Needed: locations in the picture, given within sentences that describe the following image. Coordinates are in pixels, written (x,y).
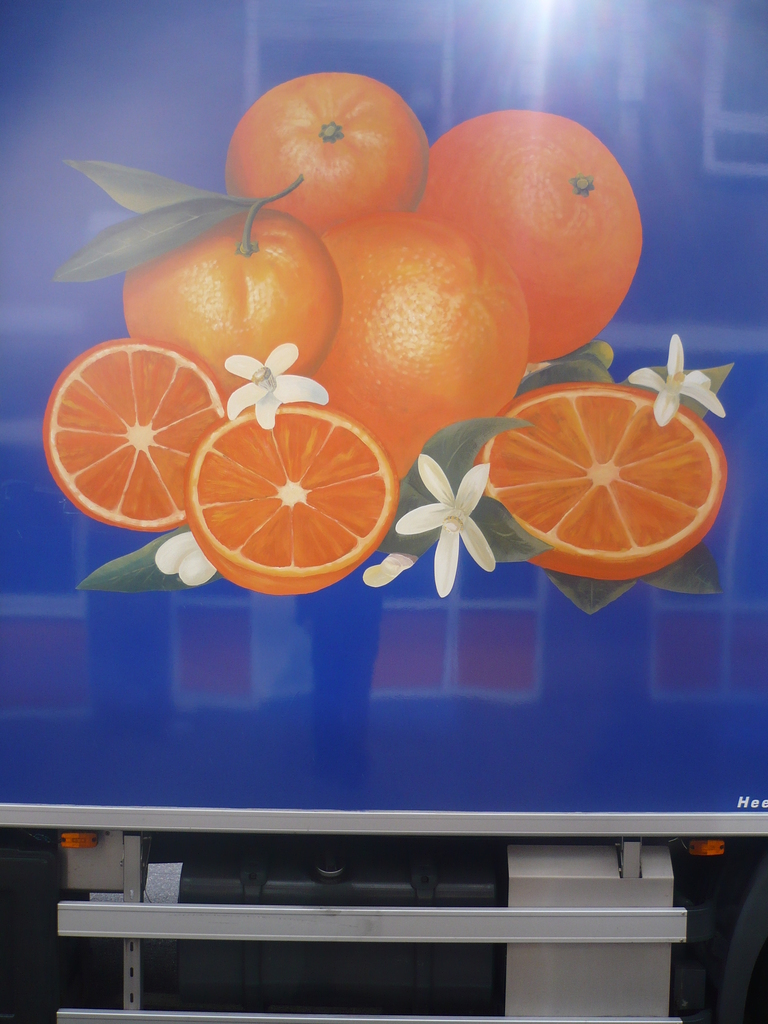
In this image I can see oranges (394,457) and flowers (436,486) on a truck (595,694) and metal rods (467,834). This image is taken may be outdoors.
